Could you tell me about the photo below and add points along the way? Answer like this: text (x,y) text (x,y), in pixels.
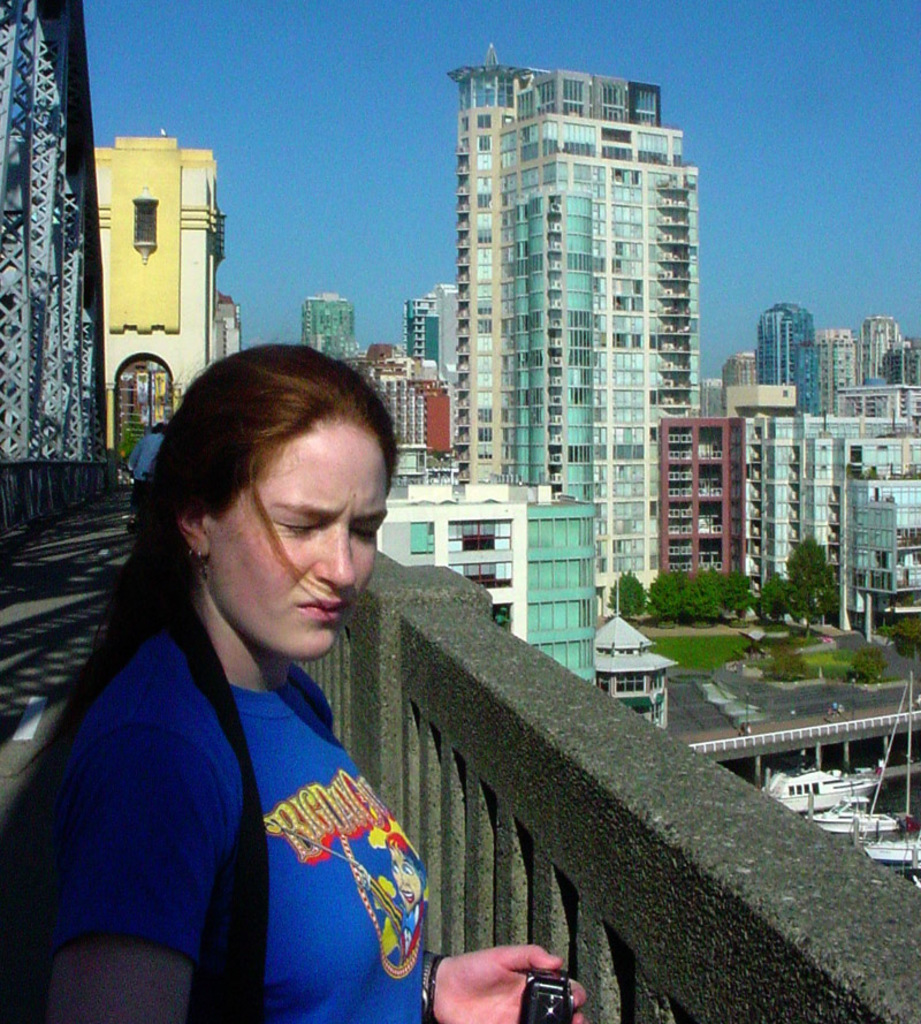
In this image, we can see some buildings (538,287). There is a person (293,776) in the bottom left of the image (286,873) wearing clothes (359,928). There is a bridge (67,580) on the left side of the image (87,571). There are some boats (901,859) in the bottom right of the image (887,821). There is a sky (364,79) at the top of the image (381,122).
